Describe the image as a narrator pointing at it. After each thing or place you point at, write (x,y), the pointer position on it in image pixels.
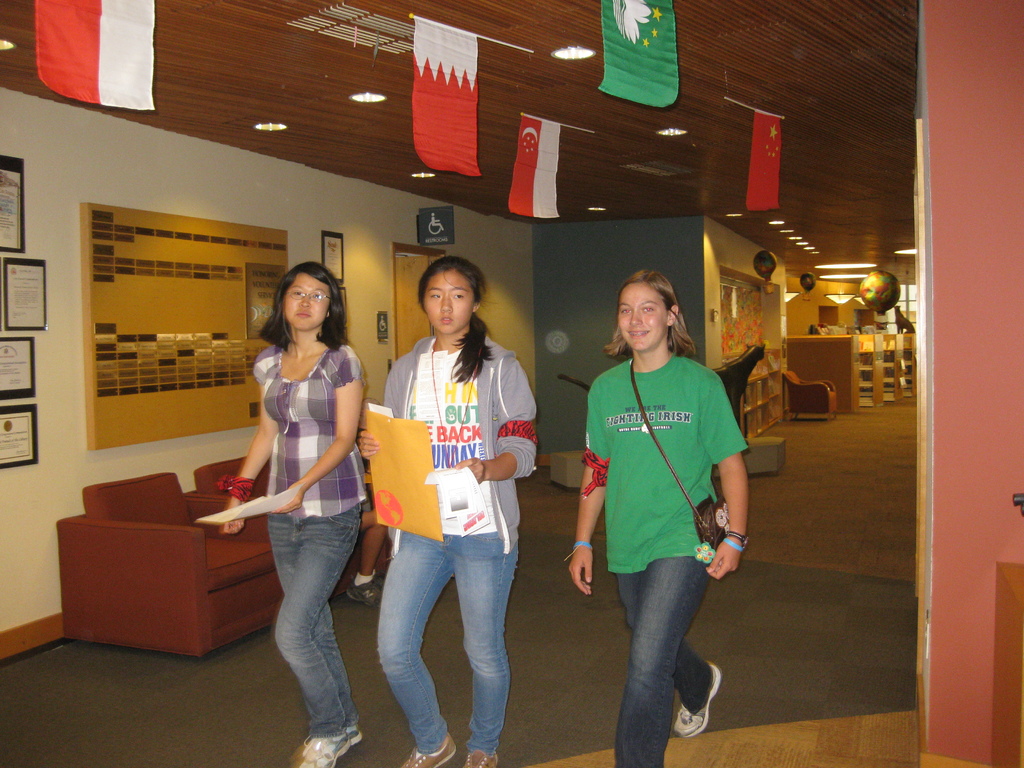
In the foreground of the picture (494,596) I can see three girls (438,543) walking on the floor (728,665). I can see a woman (658,365) on the right side (691,474) wearing a green color T-shirt (662,414) and there is a smile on her face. I can see the woman (496,511) in the middle (437,419) is carrying a file (385,451). I can see the sofas (136,593) on the floor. I can see the flags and lighting arrangement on the roof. These are looking like wooden shields (94,358) on the wall (79,323) on the left side (21,428).
